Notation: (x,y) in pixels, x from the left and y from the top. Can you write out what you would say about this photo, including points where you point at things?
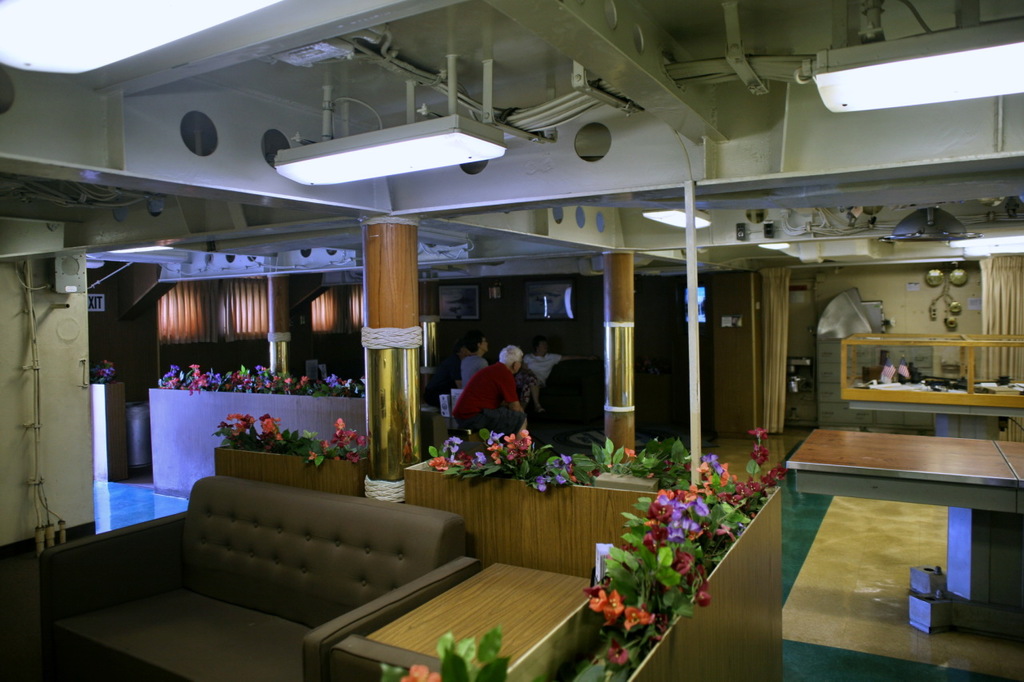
This is a room (453,327). In this image i can see couch (393,573), flowers (682,600), persons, lights (292,164) and tables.
